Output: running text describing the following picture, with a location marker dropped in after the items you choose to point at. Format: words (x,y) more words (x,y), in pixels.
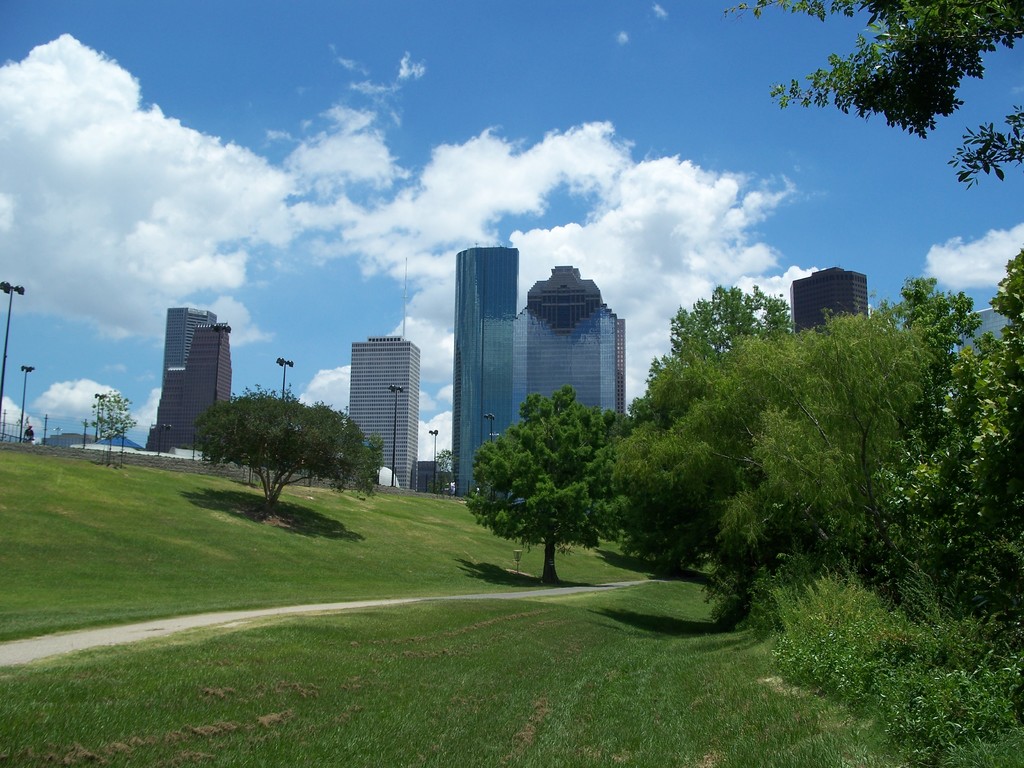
In the front of the image (252,541) I can see grass (536,610) and trees (783,411). In the background of the image (447,411) there are buildings (198,333), light poles (9,324), cloudy sky (448,429) and objects (14,433).
